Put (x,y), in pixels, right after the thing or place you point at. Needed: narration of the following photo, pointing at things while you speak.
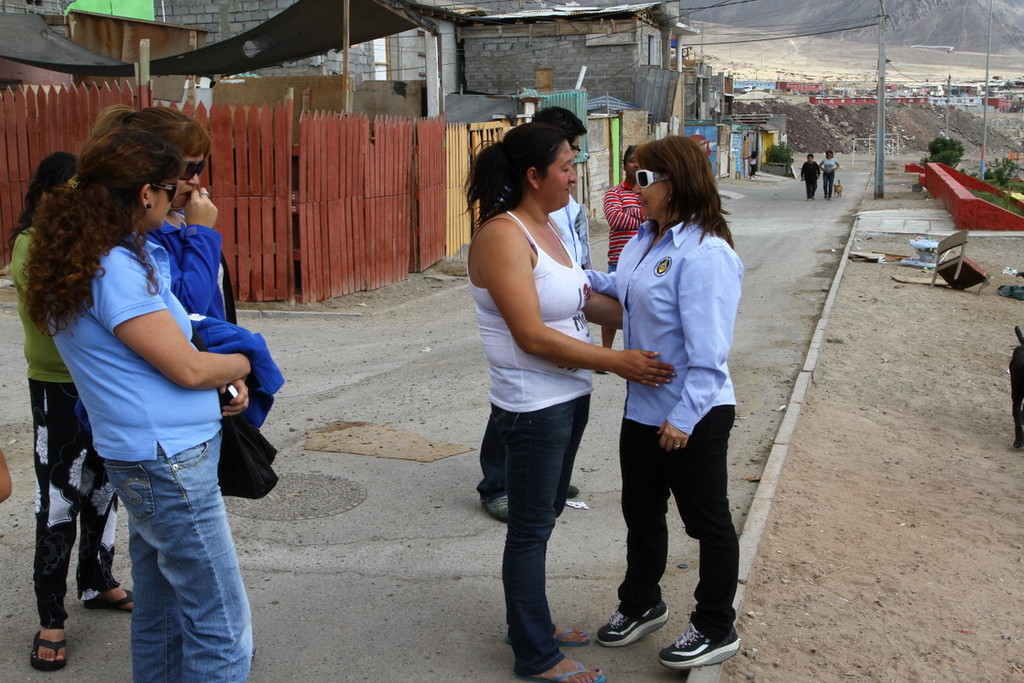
In the image there are few people (182,253) standing in the foreground (657,394) and around them there are different objects (915,242) and on the left side (319,166) there is a fencing (55,112), behind the fencing (383,141) there are houses (622,101) and in the background (753,51) there is an open land (749,73) and behind that there is a mountain (954,13).
